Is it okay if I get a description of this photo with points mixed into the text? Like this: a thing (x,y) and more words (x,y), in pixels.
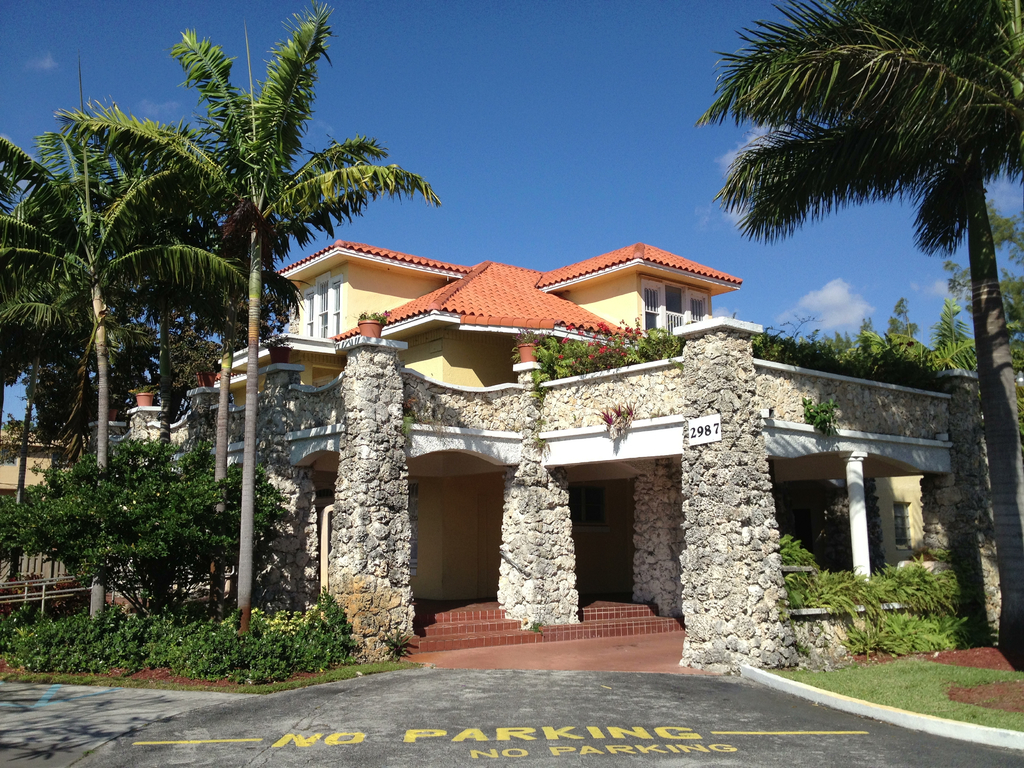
There are trees (207,258), plants (201,511) and a house (551,480) in the foreground area of the image (390,303) and the sky (443,171) in the background (352,31).
